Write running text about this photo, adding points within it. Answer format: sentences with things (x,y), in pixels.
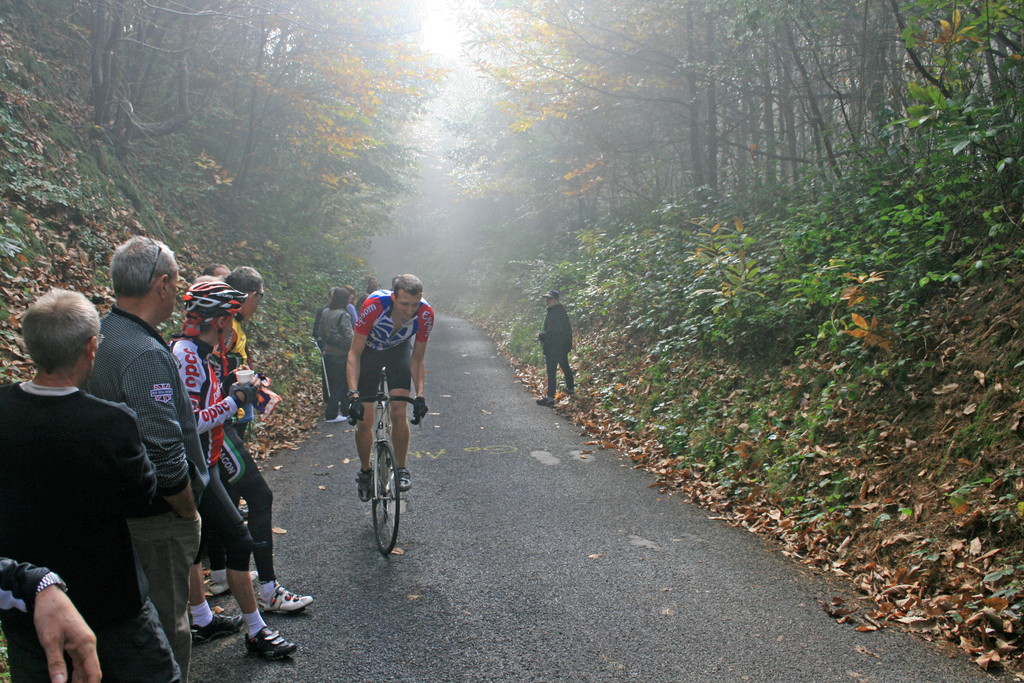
These persons (81,506) standing. This person (356,394) riding a bicycle (386,503). On the background (373,174) we can see trees (654,173). This is road (626,610).
